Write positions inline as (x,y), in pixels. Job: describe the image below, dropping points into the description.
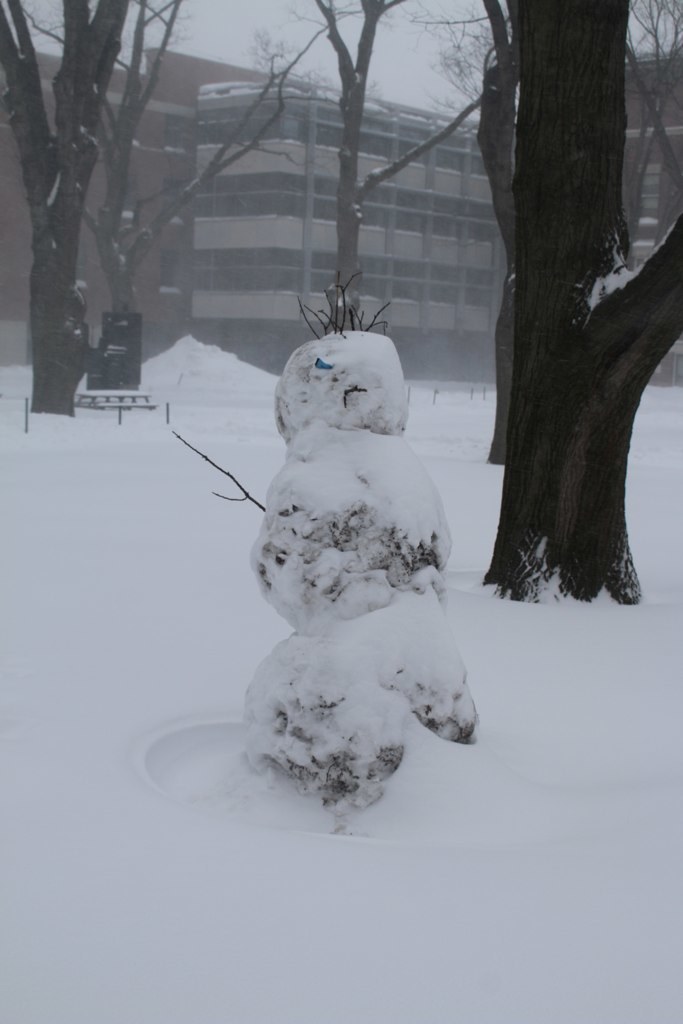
In this picture, we can see the ground (621,779), and some objects (344,651) covered with snow (344,485), we can see trees (42,335), buildings (312,190), and the sky (299,12).
